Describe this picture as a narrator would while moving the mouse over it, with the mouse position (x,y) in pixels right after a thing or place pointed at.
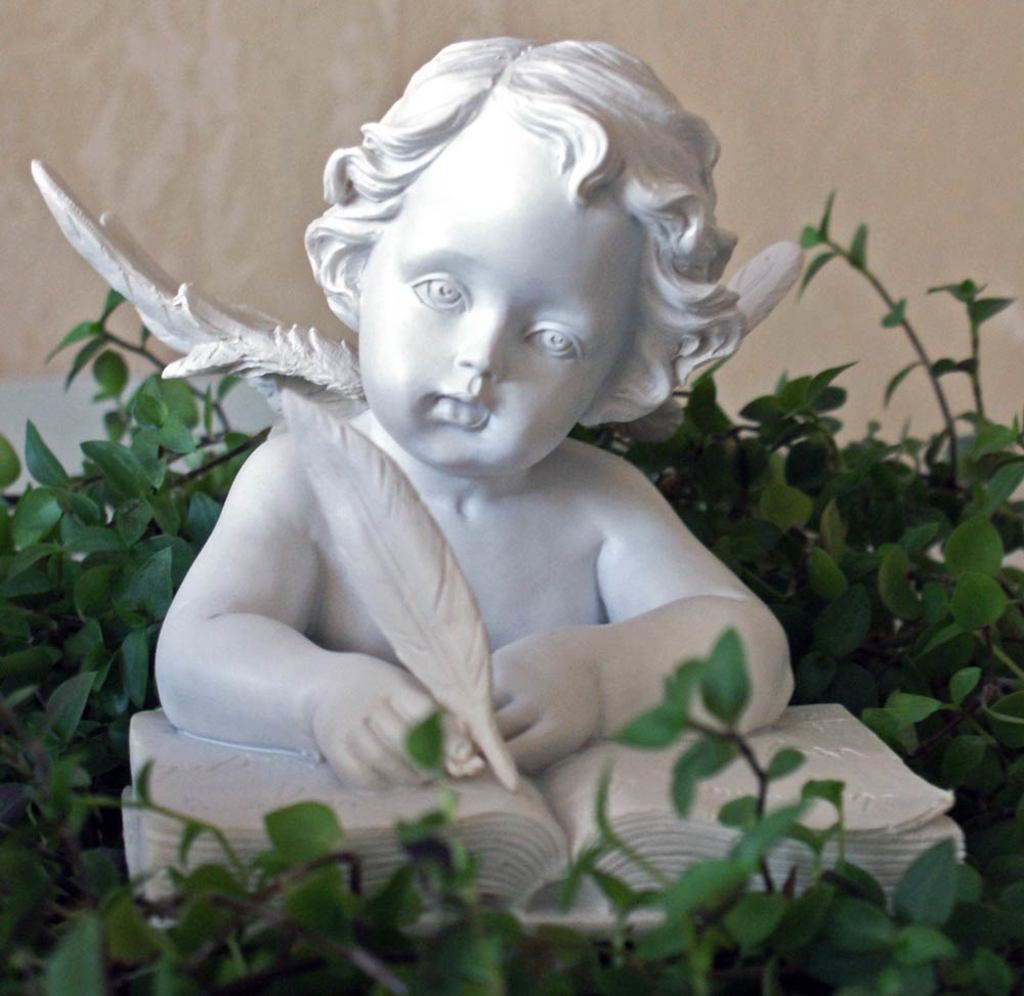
In the center of the image (446,593) we can see a statue (322,620). In the background of the image (765,413) we can see the plants (30,913). At the top of the image (308,181) we can see the wall (1004,70).
